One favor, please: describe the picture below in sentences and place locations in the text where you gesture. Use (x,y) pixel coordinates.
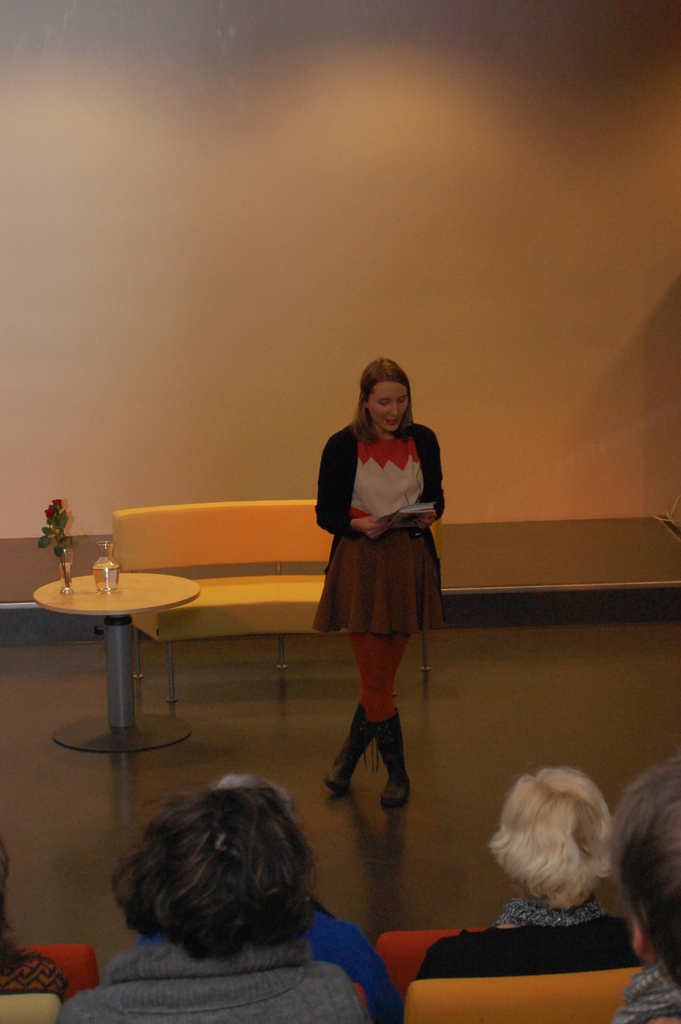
In this picture we can observe a woman (365,574) standing in front of a yellow color bench (226,544). We can observe a table (94,600) on which there is a glass jar (106,576) and a small flower vase (65,550). We can observe some people (291,923) sitting in the chairs (494,1002) in front of this woman (412,446). In the background (226,279) we can observe a white color wall (209,223).
